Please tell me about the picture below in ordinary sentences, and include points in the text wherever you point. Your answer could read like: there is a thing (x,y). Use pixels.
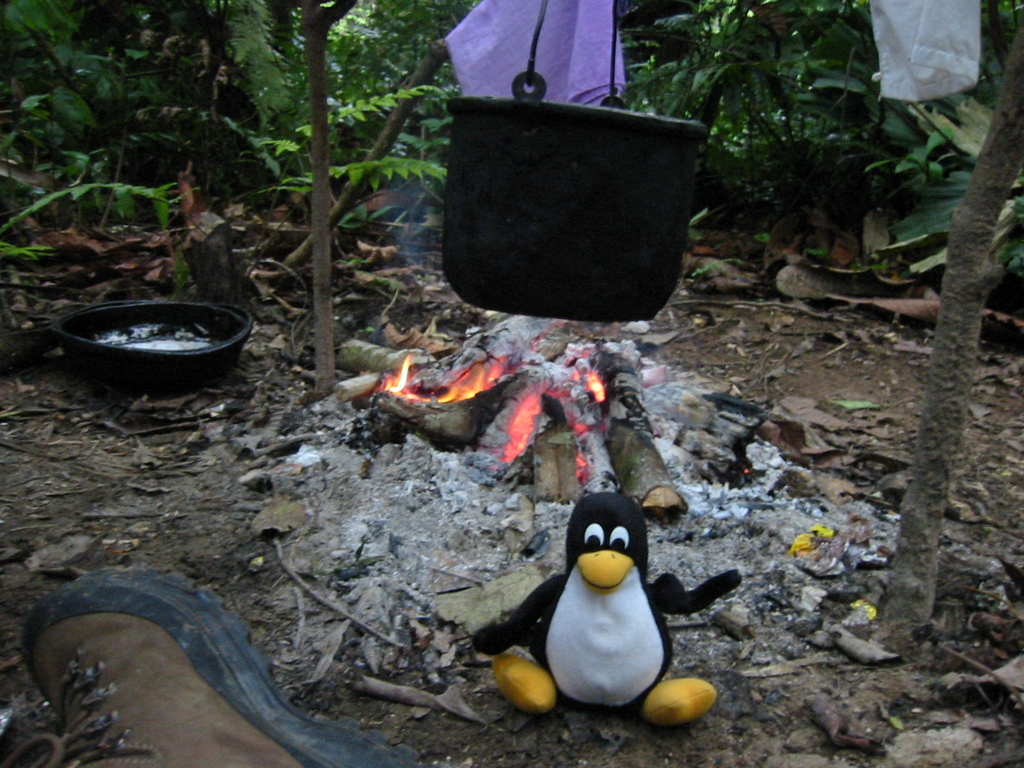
In this image, we can see a black color container (600,167) hanging and there is fire (501,366) on the ground (660,412), we can see a toy (578,504) and there are some clothes (504,62) hanging, we can see some trees (24,85).
